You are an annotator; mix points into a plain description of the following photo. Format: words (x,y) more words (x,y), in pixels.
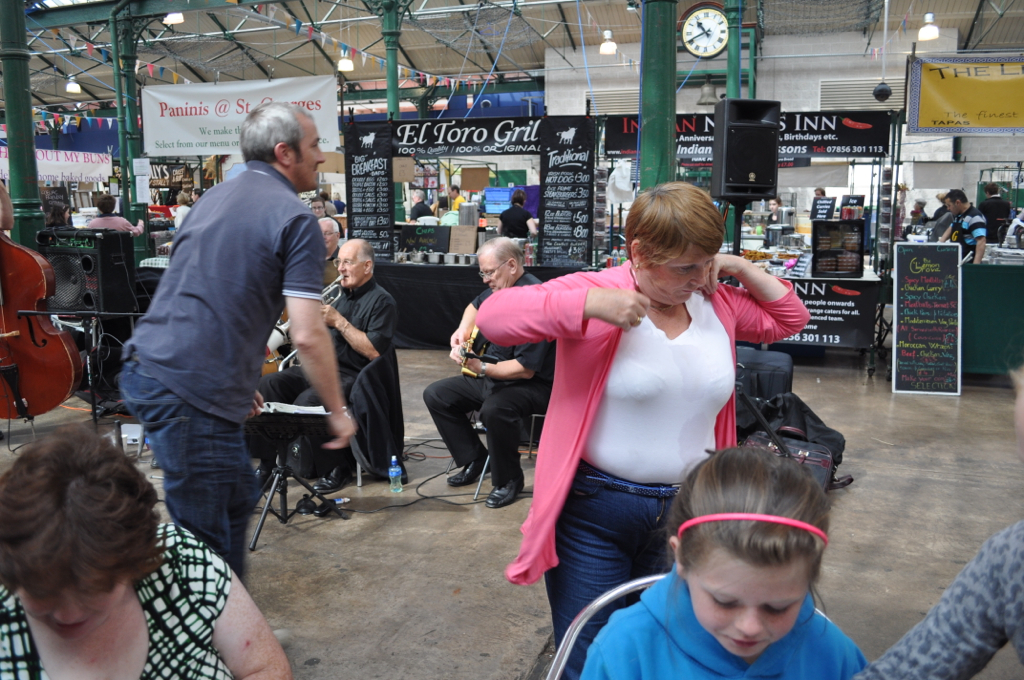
In this image there are persons (372,326) standing and sitting. In the background (165,165) there are boards (456,149) with some text (443,145) written on it and there is a clock (712,38) on the top (696,36) and there are lights (340,63) hanging and there are persons (959,200) in the background (417,210). On the left side (15,295) there are musical instruments (44,339) and on the floor (441,486) there are wires (437,457) and there is a bottle (392,491).
